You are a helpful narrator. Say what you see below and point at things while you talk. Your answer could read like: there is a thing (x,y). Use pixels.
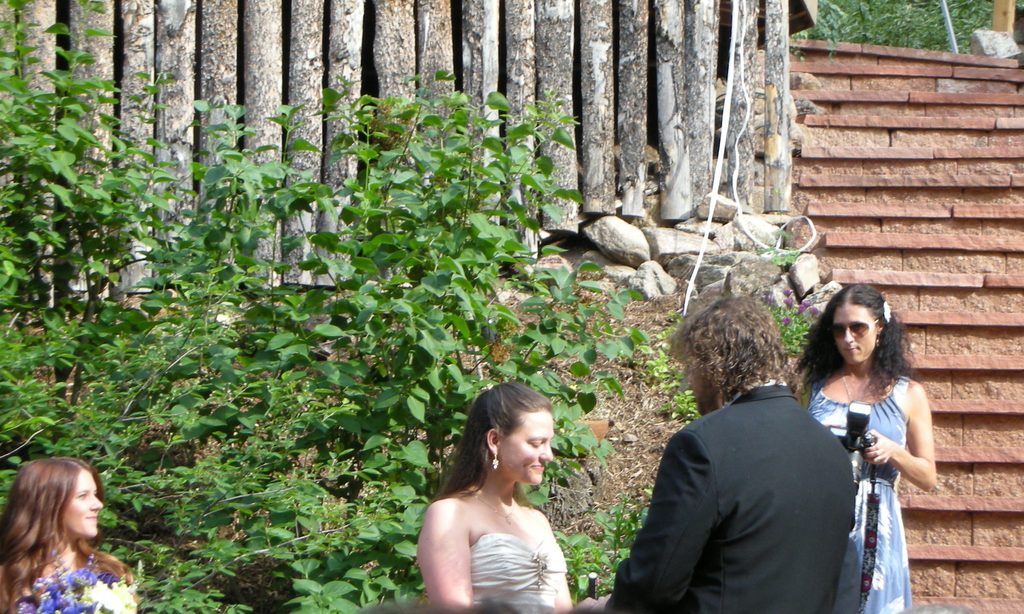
This is completely an outdoor picture. This is a wall (964,279). Here we can see the wooden logs (394,52). These are the plants (297,415). Here we can see four persons (519,547). These two women (447,546) are holding a pretty smile on their faces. At the left side (75,550) we can see a woman (22,523) is holding flower bouquet (79,585) in her hands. At the right side of the picture (854,452) a woman (878,339) in gorgeous blue dress (877,596) holding a camera (863,455) in her hand (874,450).
